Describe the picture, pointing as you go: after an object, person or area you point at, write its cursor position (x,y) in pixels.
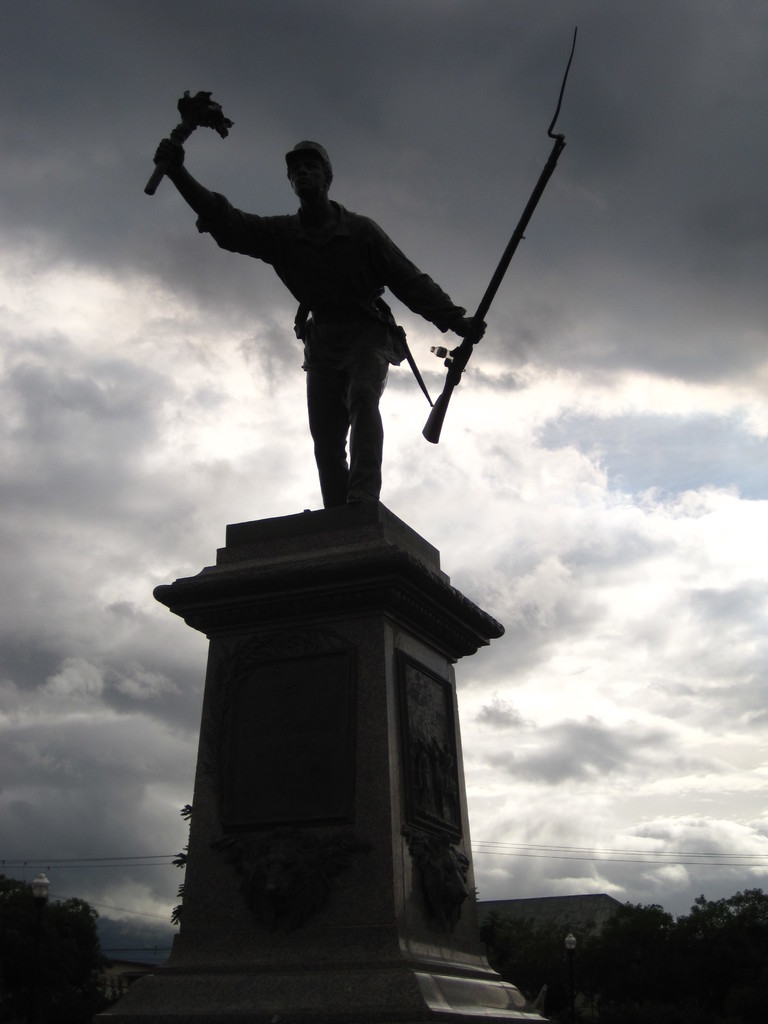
In this image in the center (358,551) there is a statue (377,348). In the background (550,651) there are trees (542,934) and the sky (165,336) is cloudy.
